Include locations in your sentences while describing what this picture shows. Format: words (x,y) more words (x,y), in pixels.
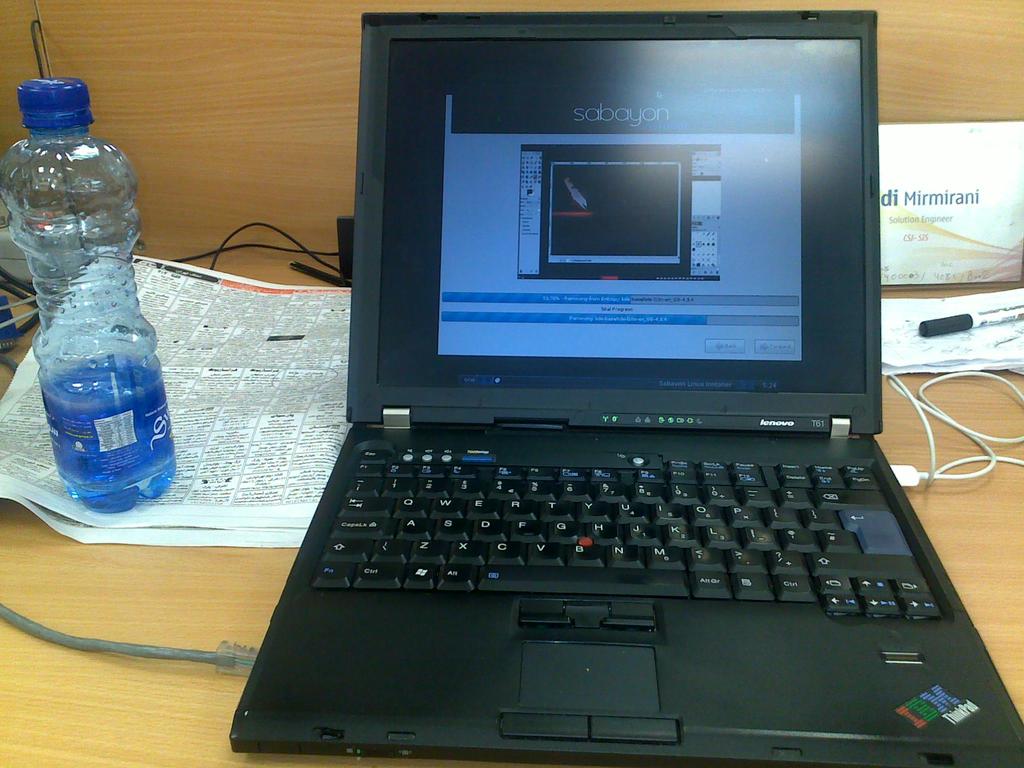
On a table (938,495) there is a laptop (397,480), bottle (42,275), paper (220,294), marker (965,319) and cable (925,486).
